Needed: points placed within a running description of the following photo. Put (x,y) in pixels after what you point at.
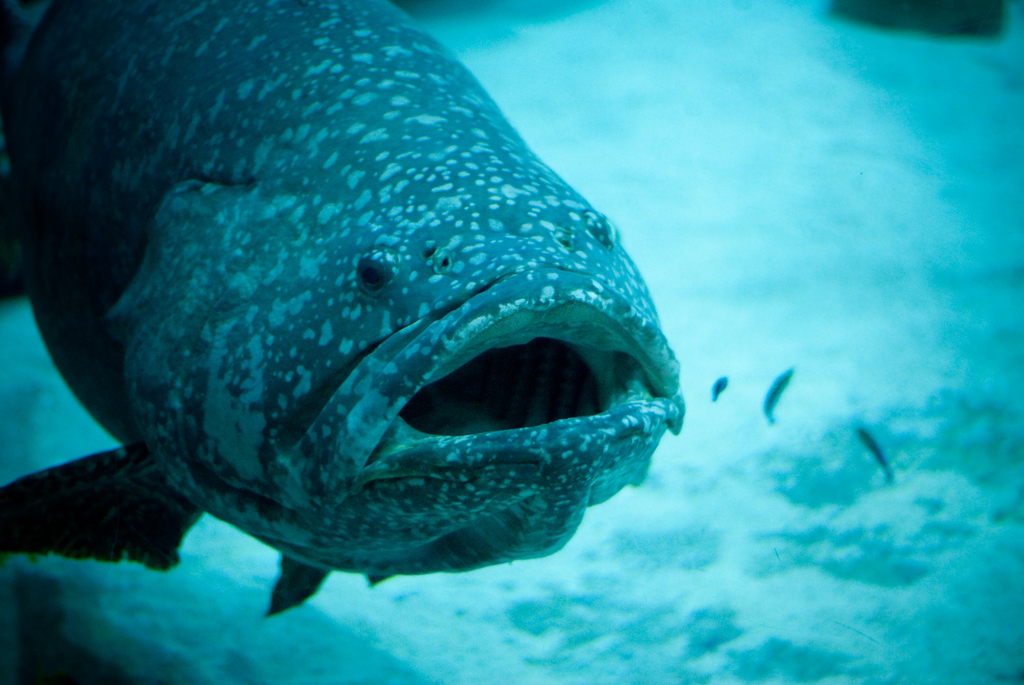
In this picture we can see a fish (132,460) underwater. The water (170,608) is blue.
